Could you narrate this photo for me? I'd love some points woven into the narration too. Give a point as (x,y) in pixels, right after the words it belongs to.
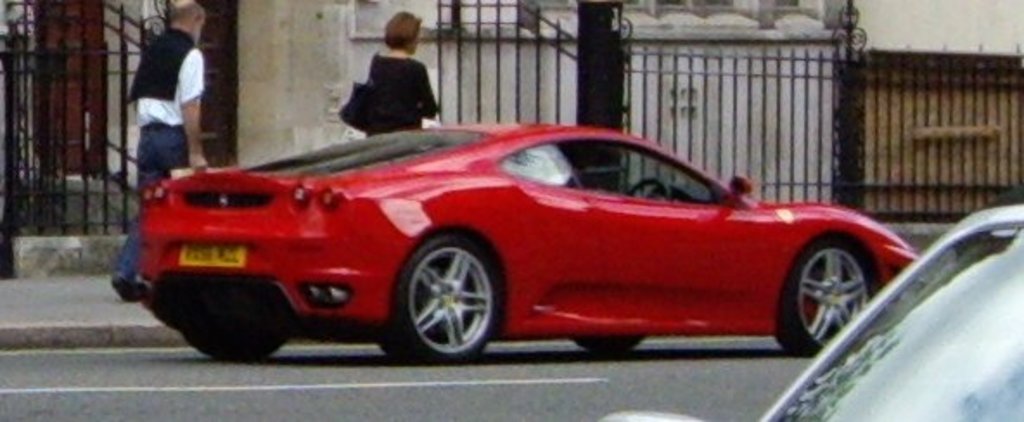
There are cars (647,278) on the road (551,410). Here we can see few persons (416,24), fence (779,136), and a wall (942,46).
